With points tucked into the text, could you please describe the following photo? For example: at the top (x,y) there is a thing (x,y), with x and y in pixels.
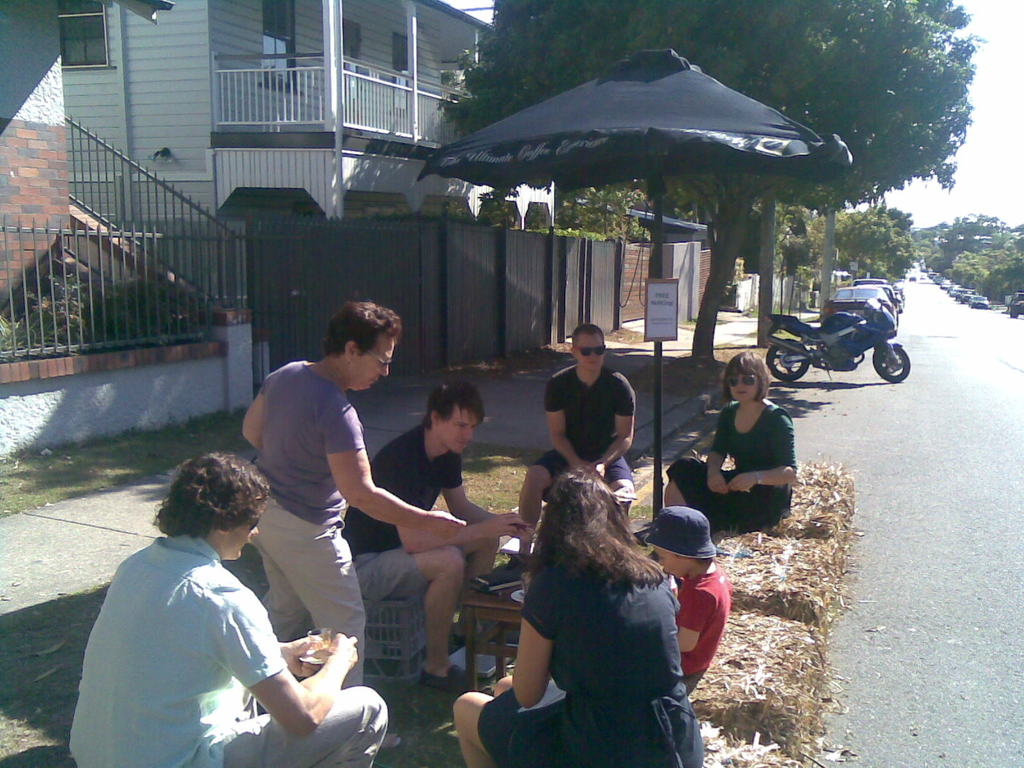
A group (422,440) of people are sitting under a black color umbrella (627,174) and in the right side (895,347) there is a bike (825,339) parked on the road (908,352). There are trees (945,238), in the left side (202,137) these are the buildings (281,167).
